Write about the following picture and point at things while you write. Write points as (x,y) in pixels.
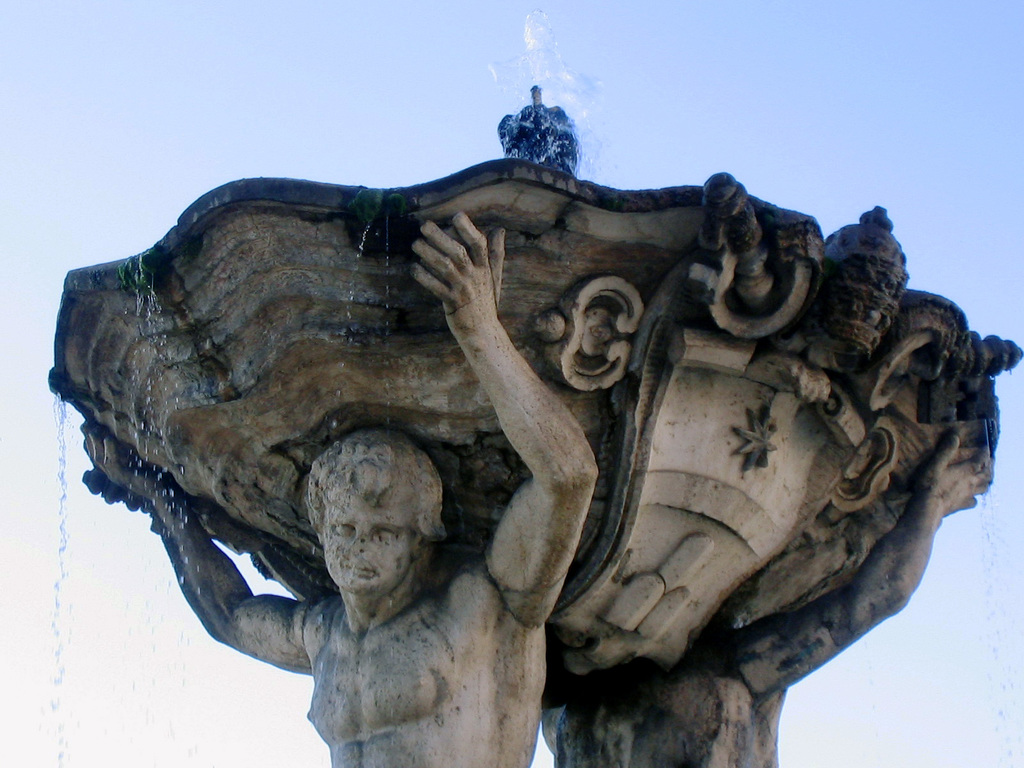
In this image there is a statue (474,597) in the middle (421,512). In the statue (428,551), there is a person (421,554) who is holding the fountain (608,302) with his hands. At the top (580,115) there is water (533,57).
